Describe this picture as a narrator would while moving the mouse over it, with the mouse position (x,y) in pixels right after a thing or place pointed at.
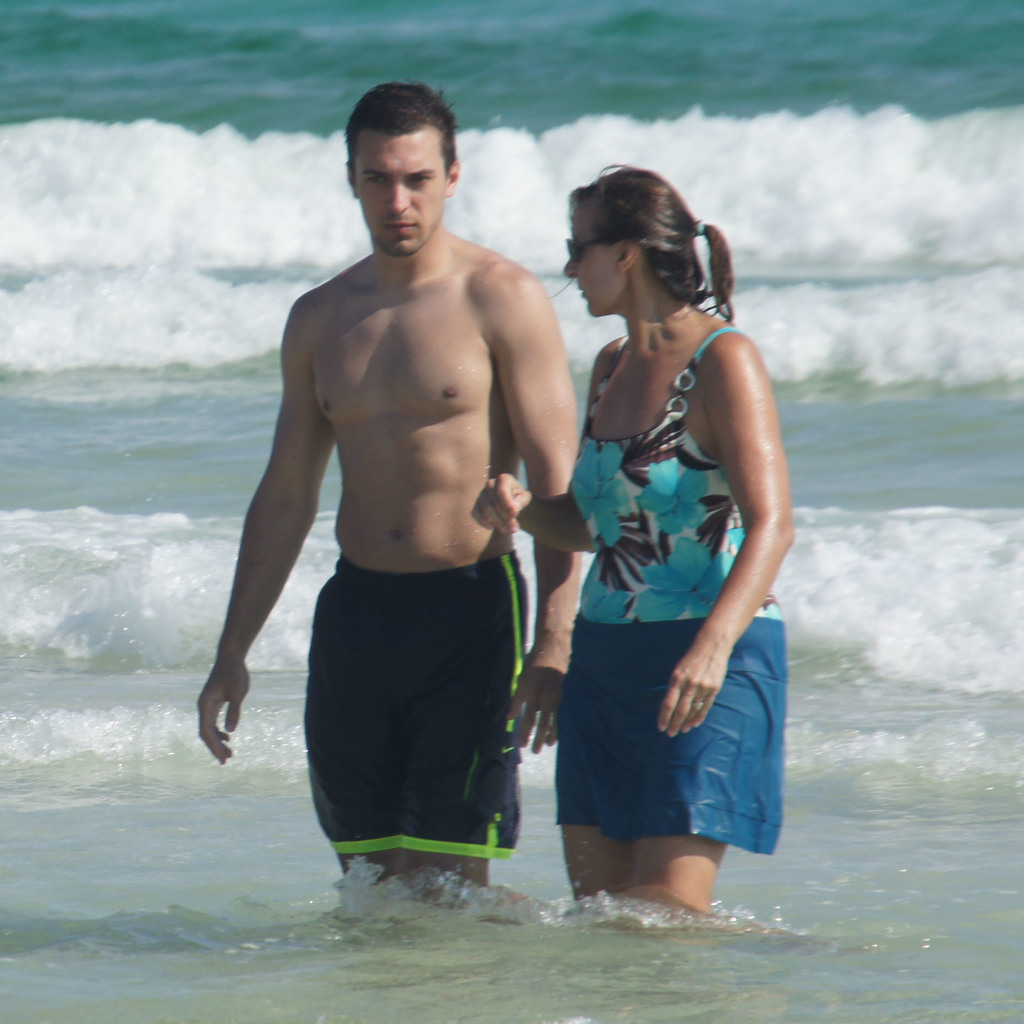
In this image I can see a woman (765,517) and man (309,389) both are visible on the ocean (130,680) and I can see tides (885,201) visible back side of them and woman (631,312) wearing a spectacle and blue color dress (616,494).
